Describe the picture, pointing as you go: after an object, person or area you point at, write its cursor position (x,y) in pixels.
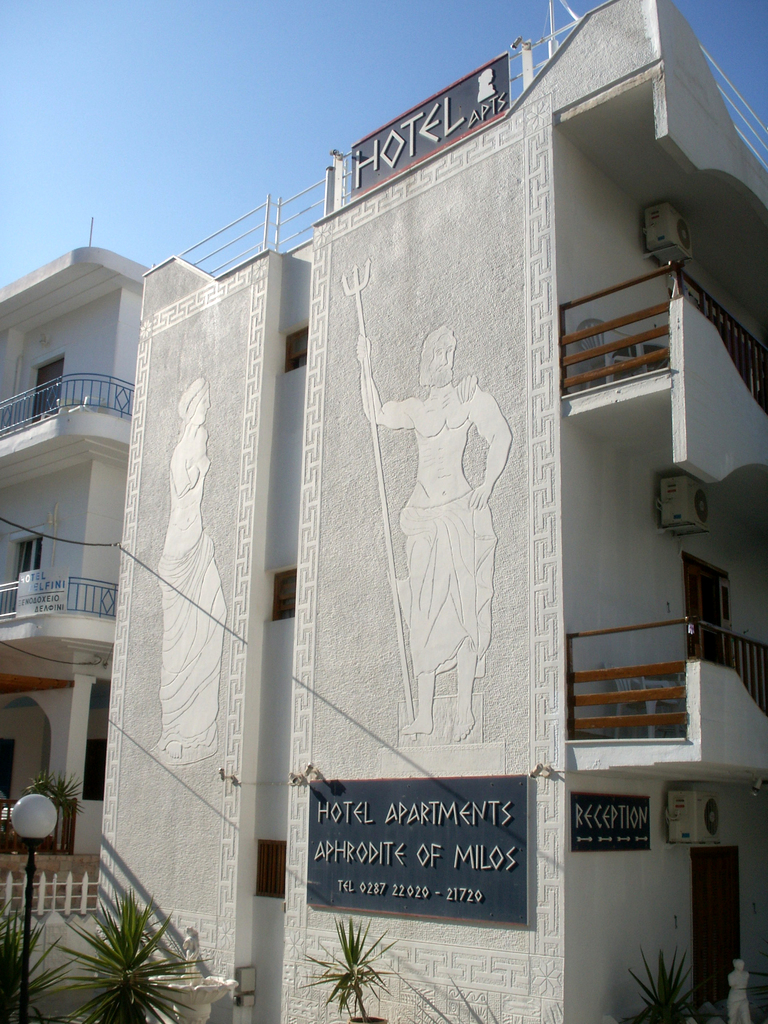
On the left side (146,959), there are plants (99,942) near a pole (31,865) which is having a light (54,821). On the right side (657,999), there is another pot plant (663,965) near a white color statue (736,962) and white wall (569,944) of a building (702,419). Which is having glass windows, two paintings (430,409) on the walls (371,437), hoardings (373,861) and other objects (629,344). In the background (111,630), there is another building (70,660) which is having glass windows (36,540) and there is blue sky (138,104).
